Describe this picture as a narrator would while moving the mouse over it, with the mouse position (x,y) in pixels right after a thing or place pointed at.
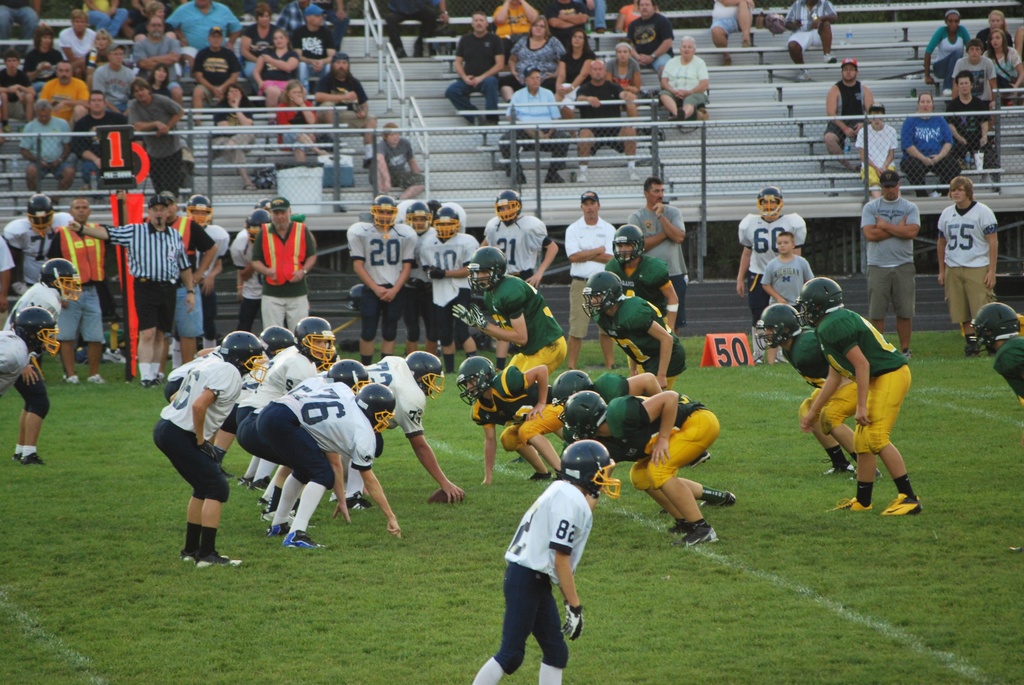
In this picture there are two teams (165,443) who are wearing green and yellow dress (818,386) and the other team (272,330) is wearing white and black dress (169,427). On the left (145,259) there is an umpire (144,288) who is extending his arm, beside him we can see the substitute players (431,270) were standing on the grass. At the top (47,90) i can see many people (554,156) were standing and sitting on the stairs (743,97). Beside them i can see the fencing (470,176).
